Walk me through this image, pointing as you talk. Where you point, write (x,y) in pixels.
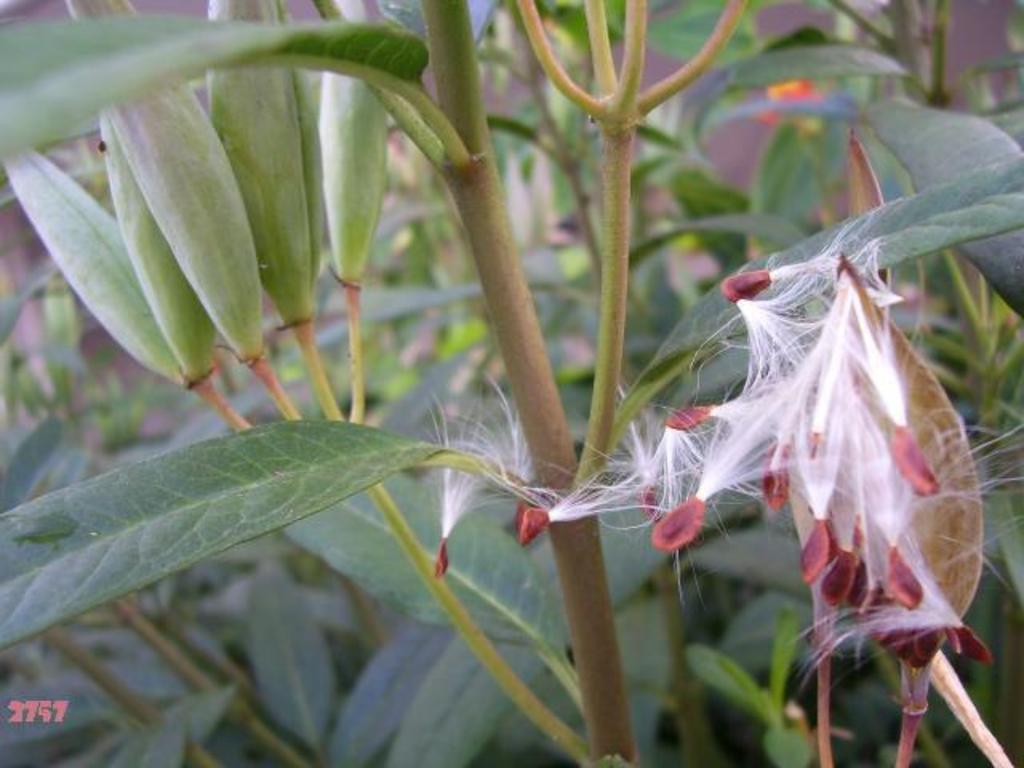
In the foreground of this image (604,384), there are seeds cotton (817,463) to the plants (535,340). In the background (697,217), there are plants (416,242).
